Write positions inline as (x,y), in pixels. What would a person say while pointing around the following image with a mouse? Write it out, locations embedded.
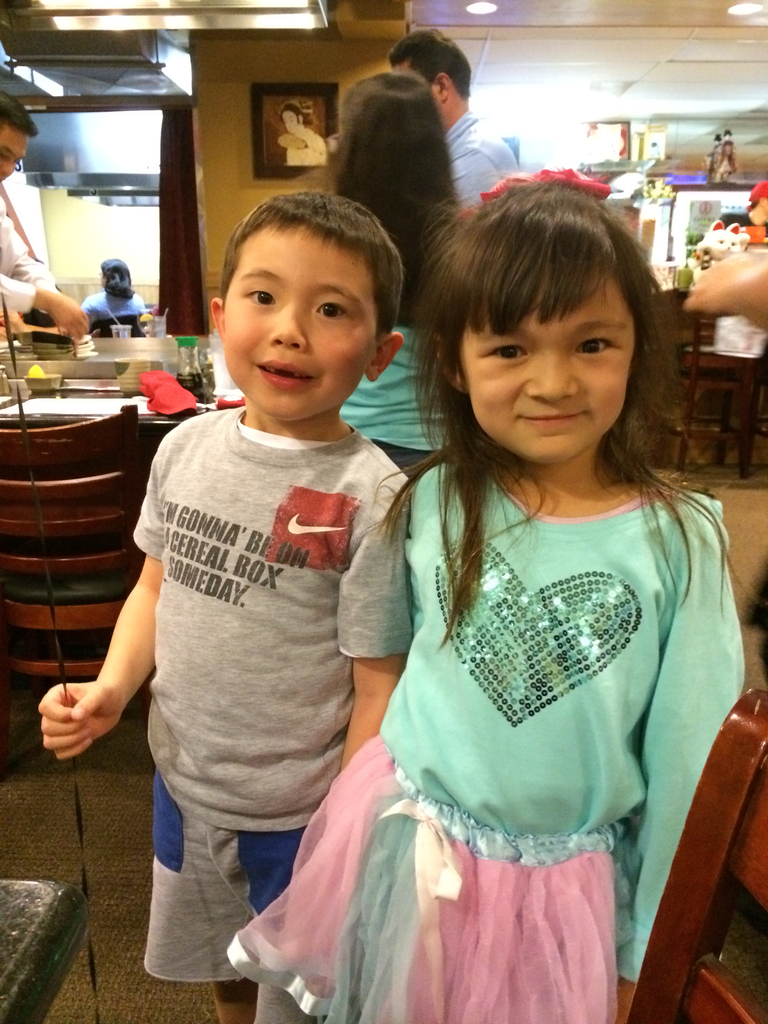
In this image we can see a boy (308,587) holding a black color rope (55,632) and we can also see a girl (554,742) smiling. Image also consists of toys (728,235), frames (293,131), glass (120,336), jar (194,354) and also paper (97,409). We can also see a table (128,344) with a chair (107,511). At the top (658,48) there is roof (641,56) for shelter. Lights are also visible.
